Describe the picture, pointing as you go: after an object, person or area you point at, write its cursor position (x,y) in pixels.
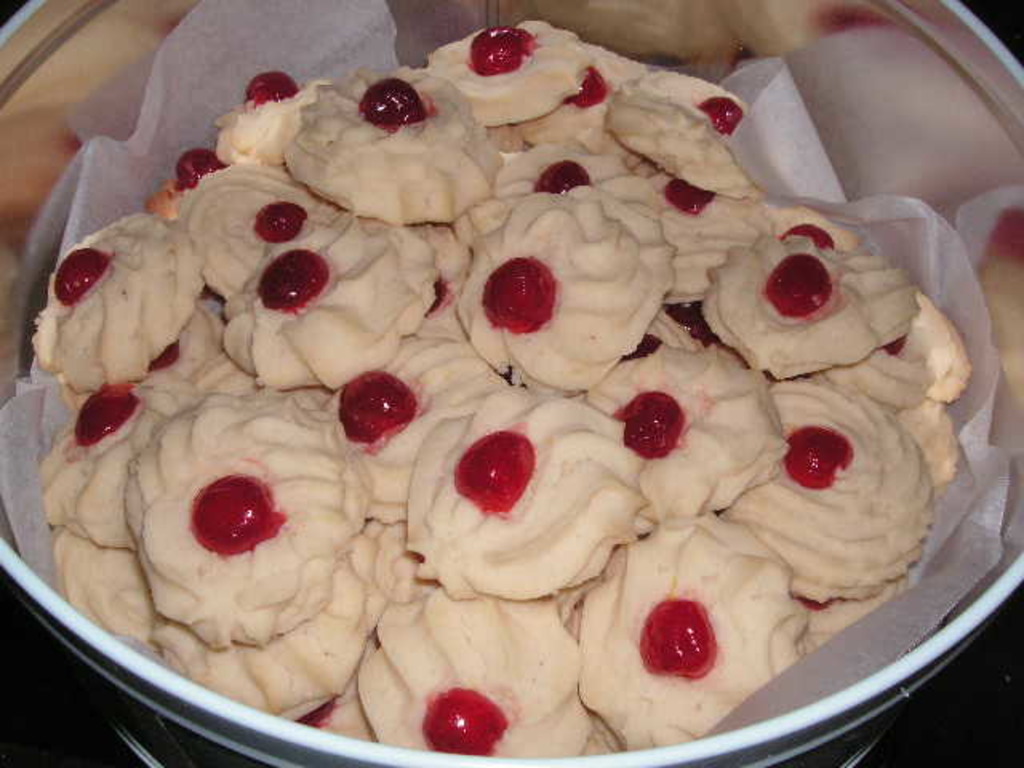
In this image I can see an utensil (677,754) and in it I can see white paper (763,122) and number of white color things (370,145). On these I can see number of red dots (585,82).
